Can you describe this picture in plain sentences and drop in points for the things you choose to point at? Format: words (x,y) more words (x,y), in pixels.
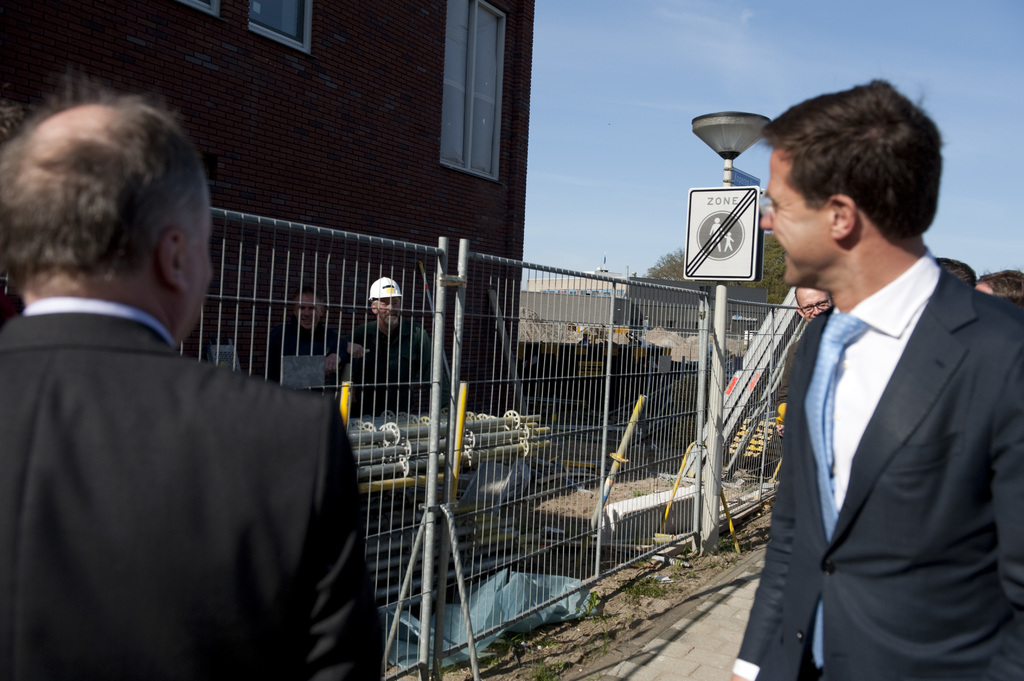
On the left side (134,411), there is a person (164,457) in black color suit (260,500) standing. On the right side (949,538), there is another person (936,267) who is in gray color suit (920,362) smiling and standing. In the background (575,383), there is a fencing (641,354) near a pole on which there is a light (751,121) and a sign board (734,214) and there are persons (1000,275) standing. Outside the fencing (462,242), there are persons (411,354) standing, there is a building (286,65) which is having glass windows (474,56), there are buildings (558,292), trees (766,251) and there are clouds (720,58) in the sky (834,51).
